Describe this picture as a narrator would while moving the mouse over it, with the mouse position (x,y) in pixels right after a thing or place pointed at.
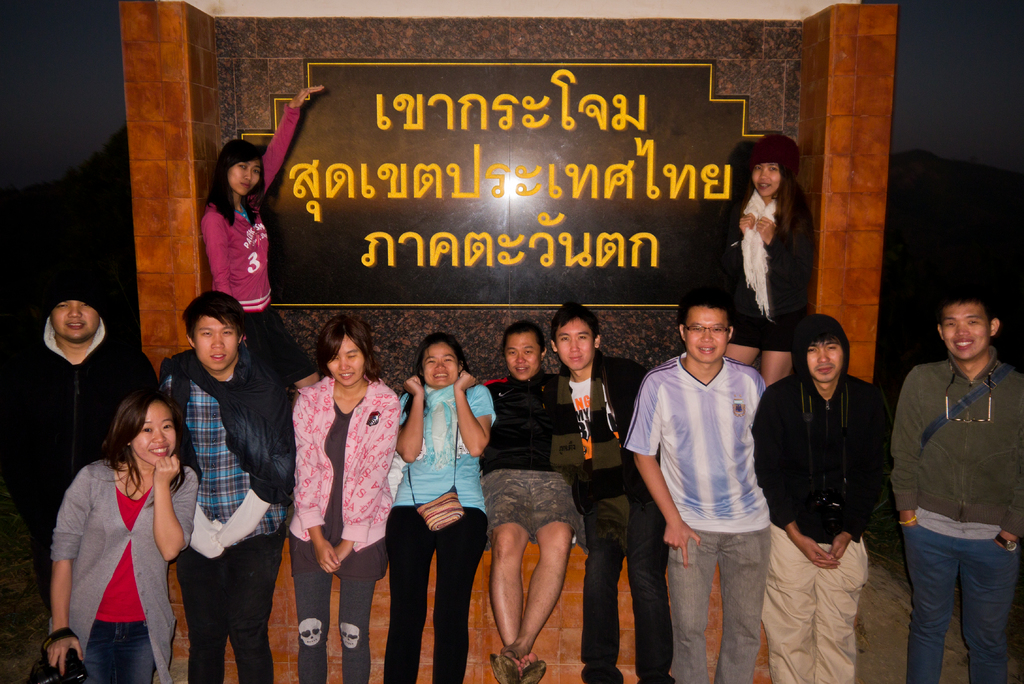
In the foreground of the image (638,568) there are people (531,454). In the background of the image (265,347) there are two women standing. There is a wall (654,326). There is a board (549,178) with some text (497,175).
